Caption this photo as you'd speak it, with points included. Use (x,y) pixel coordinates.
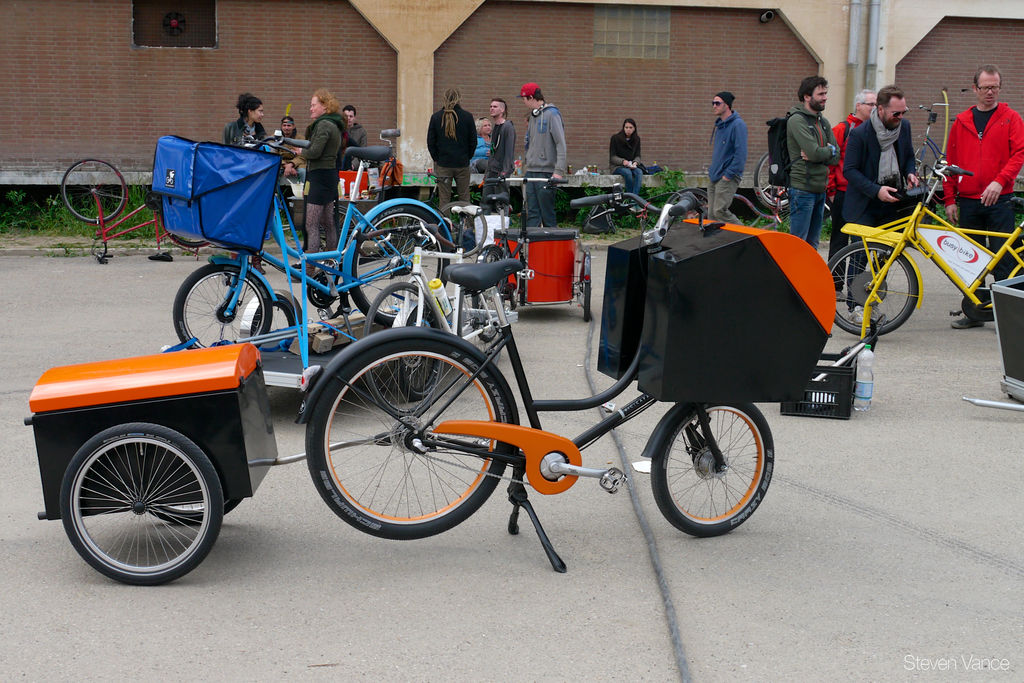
In this image we can see a group of bicycles (482,376) with cart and containers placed on the ground (467,554). On the backside (532,211) we can see a group of people (328,216) standing, some plants (558,206), some people (627,171) sitting and a building (368,90) with a window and some pipes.
